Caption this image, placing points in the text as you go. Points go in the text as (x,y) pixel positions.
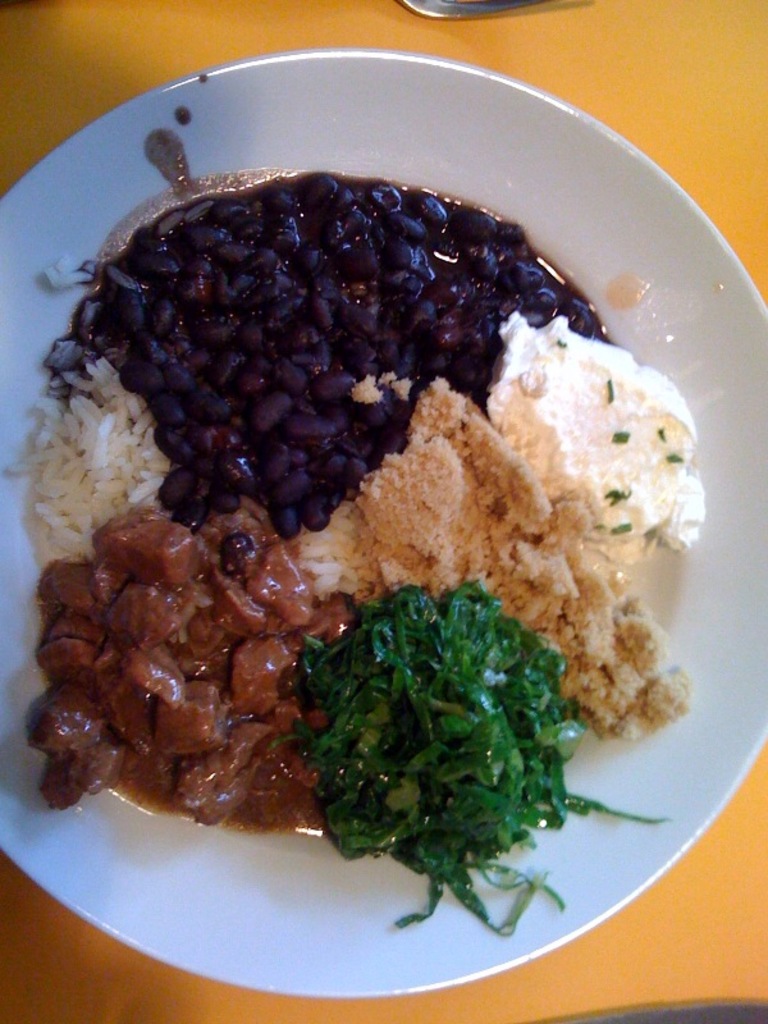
In this image I can see a plate (463,162) on the plate (474,162) I can see a food (399,488) and the plate (450,169) is kept on the yellow color table (697,118).
